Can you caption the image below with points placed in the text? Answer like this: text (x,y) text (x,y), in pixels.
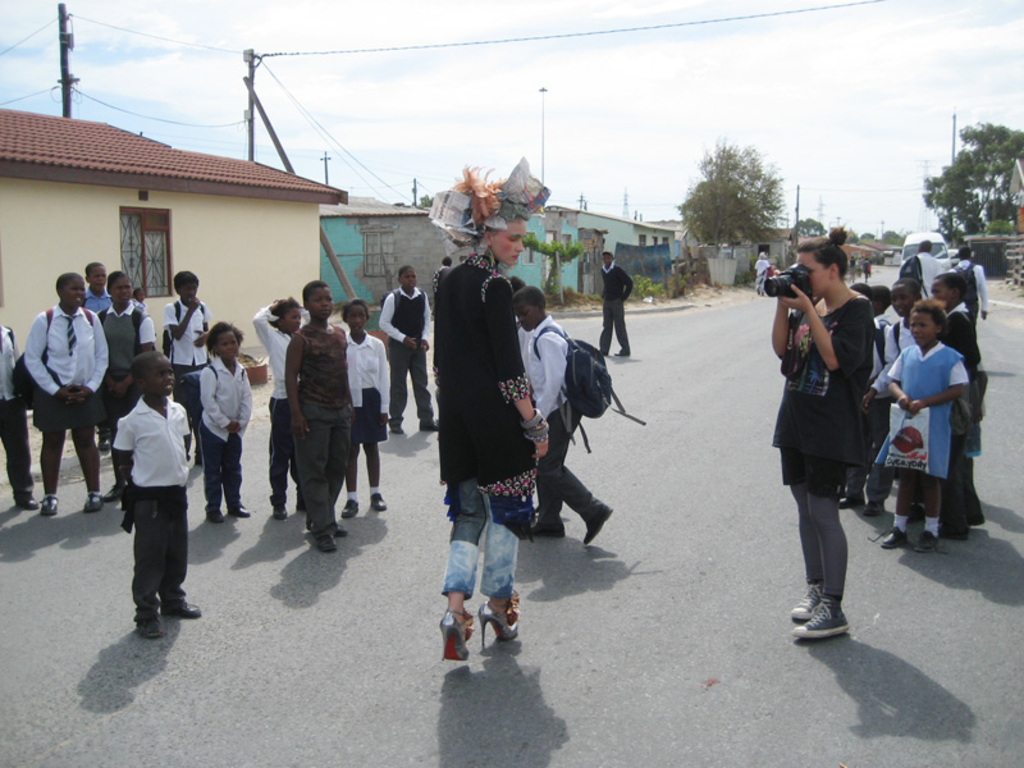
In the given picture, I can see few houses (165,218) which includes with electrical poles (415,203) and wires (865,2) passing next certain trees (951,179) which includes with bus (921,235) and a group of people (877,330) standing towards right (828,360), We can see a lady (835,380) in black color t shirt (839,393) holding a camera (809,277) and in middle (462,408), there is a women (445,407), Who is standing and wearing black color t shirt (459,336) and her head (486,239) is packed with some object (506,194).
